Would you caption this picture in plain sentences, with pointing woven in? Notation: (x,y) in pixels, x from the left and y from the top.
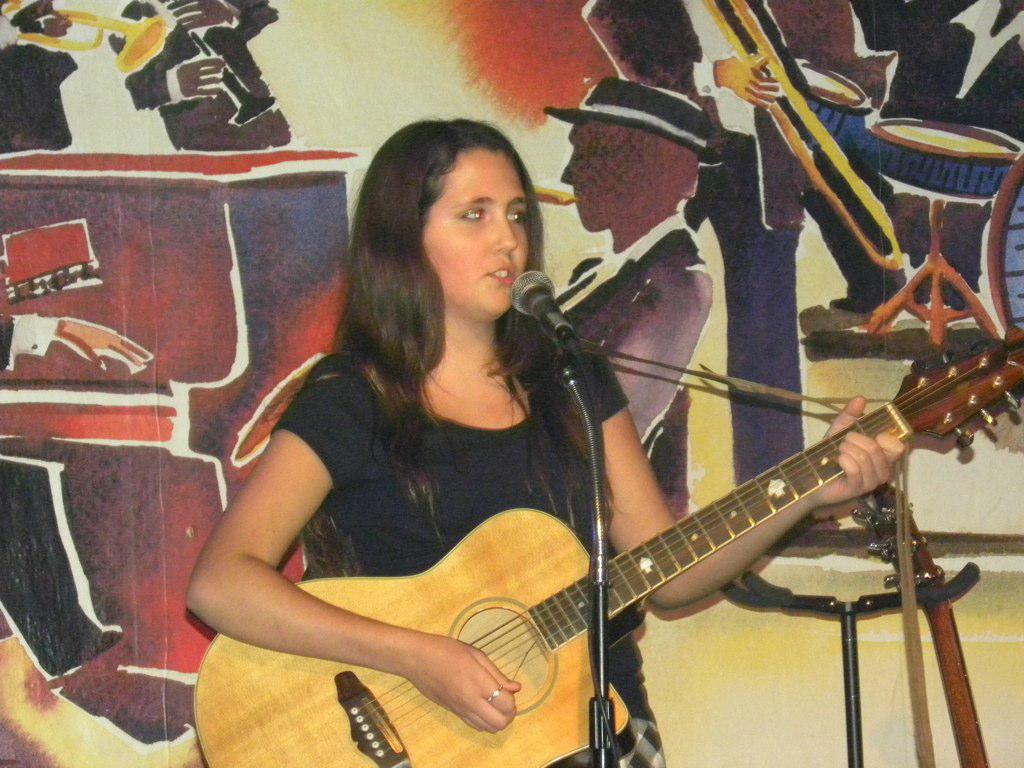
This woman (520,268) is highlighted in this picture. In-front of her there is a mic (566,323) with mic holder (588,423). She holds a guitar (524,684). The wall (739,107) is colorful.
